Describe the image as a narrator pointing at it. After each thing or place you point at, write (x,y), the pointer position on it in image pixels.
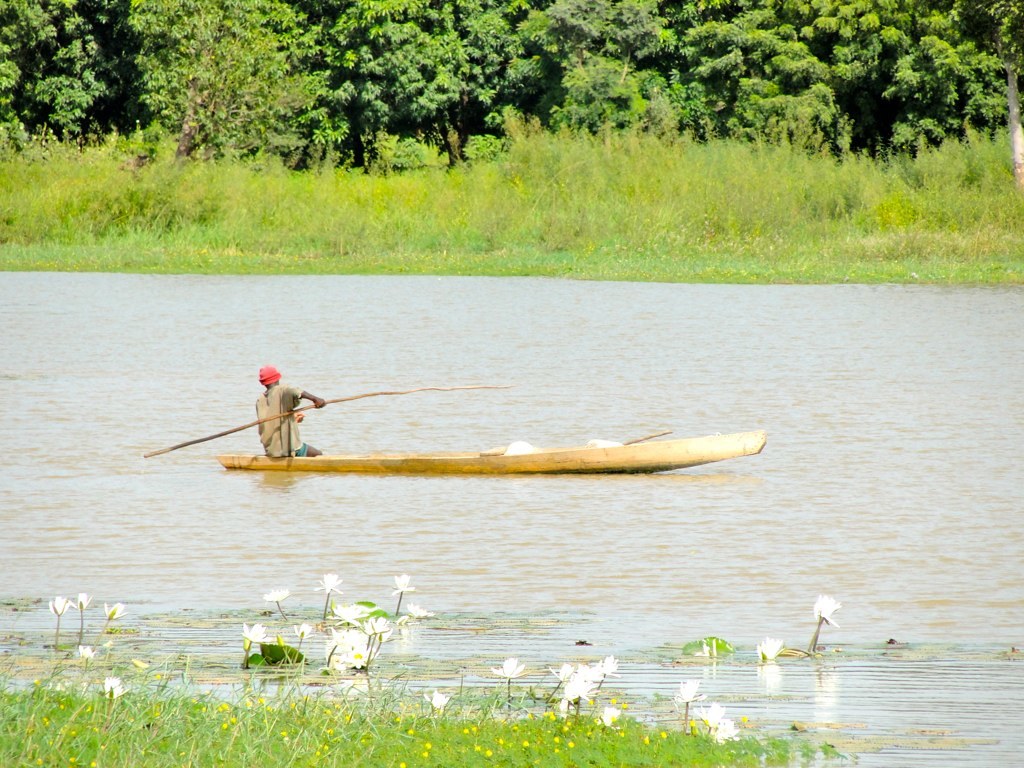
At the bottom of the image (79,718) there is grass (90,724). Behind the grass (79,718) there is water (664,693). There are flowers (346,635) floating on the water (861,707). And also there is a person (287,439) sitting in a boat (375,465). And the boat (345,462) is on the water (470,494). Behind the water (237,325), on the ground (542,259) there is grass (126,194). In the background (444,97) there are trees (830,138).
